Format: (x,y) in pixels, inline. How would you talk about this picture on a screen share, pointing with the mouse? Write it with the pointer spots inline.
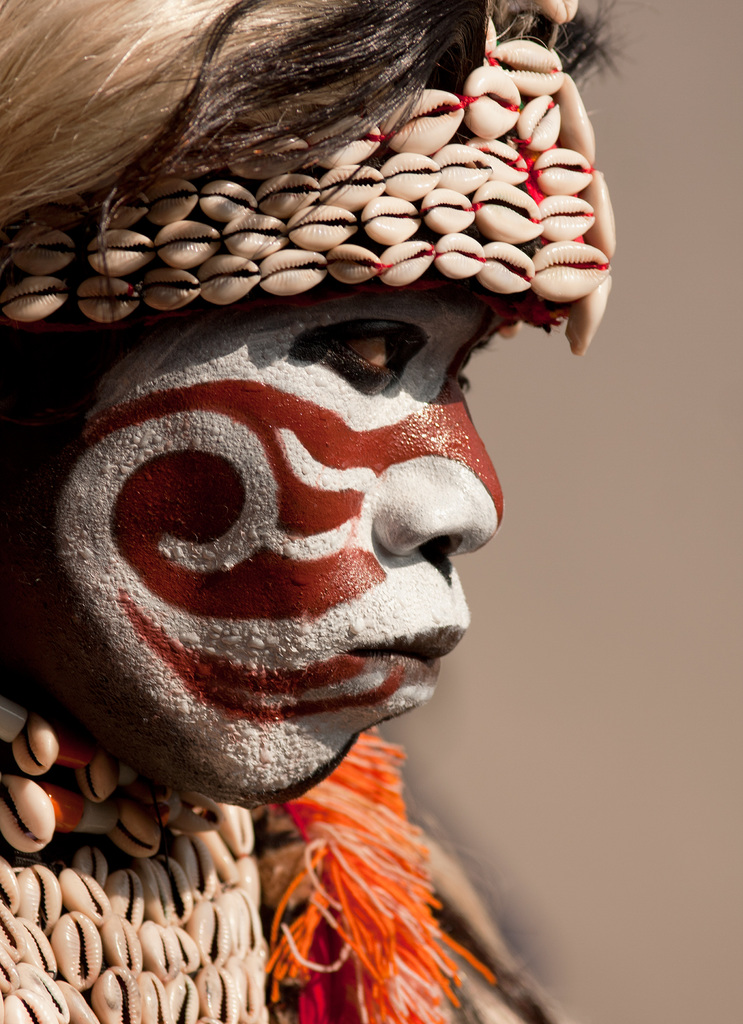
In this image we can see the face (261,549) of a person (242,466).
